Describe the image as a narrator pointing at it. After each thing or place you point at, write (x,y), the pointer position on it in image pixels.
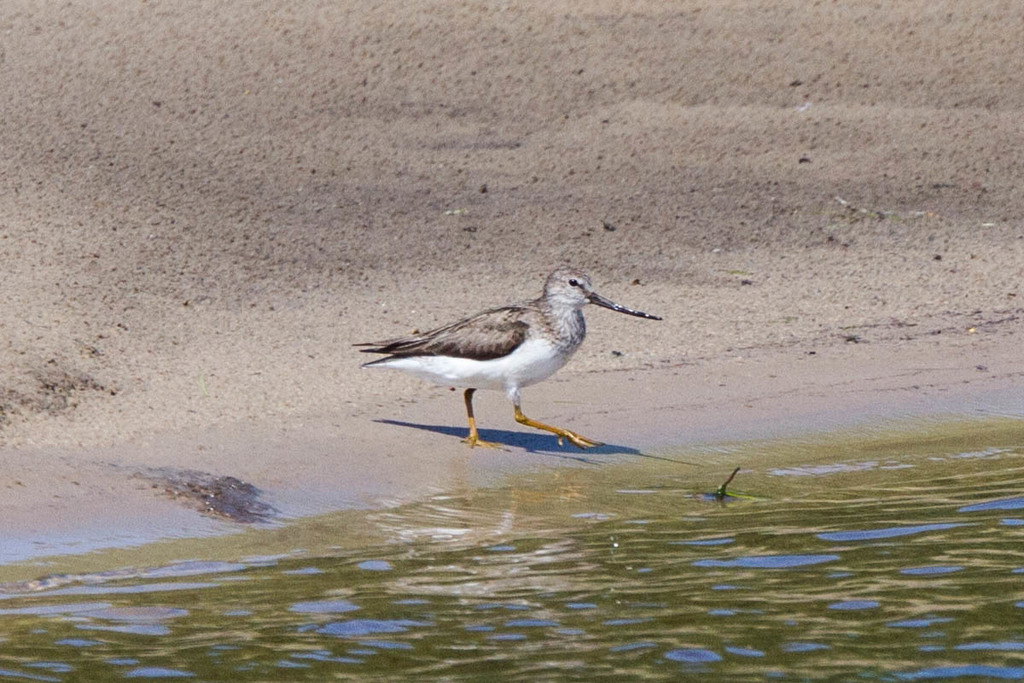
In this image in the front (367,496) there is water (481,507). In the center (489,315) there is bird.
